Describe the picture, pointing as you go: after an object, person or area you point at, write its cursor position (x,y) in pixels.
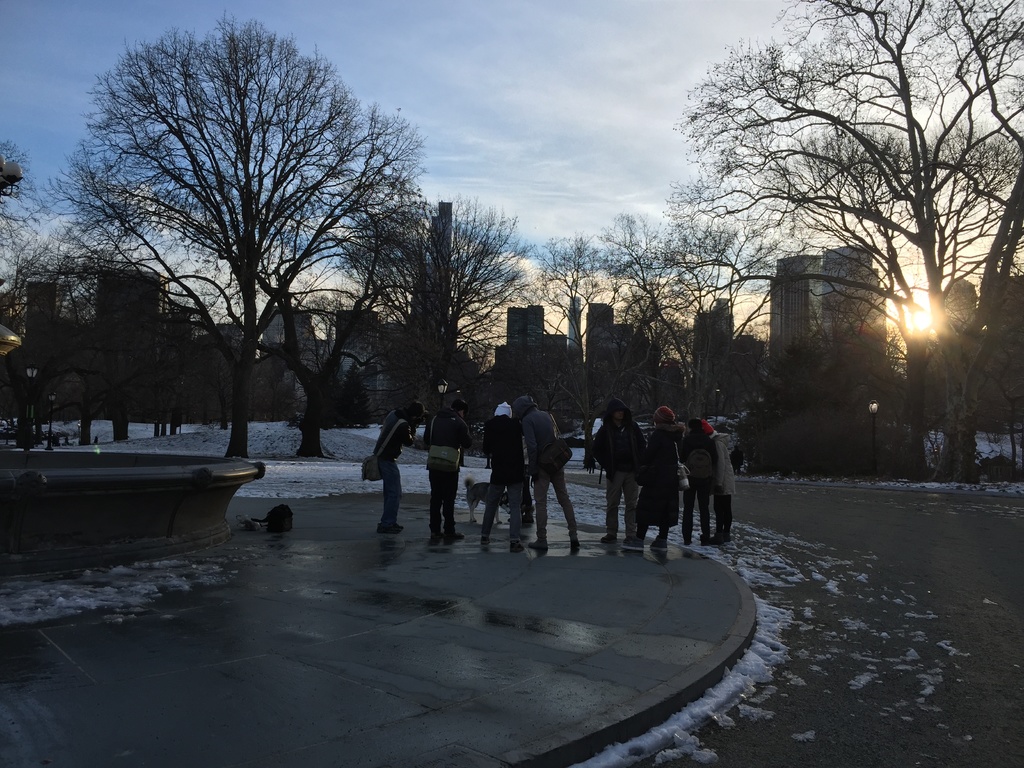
In this image there are a few people (536,413) standing on the road (442,529). In front of them there is a dog (482,492). Beside them there is a fountain (36,552). We can see snow (285,450) on the surface (301,539) of the road (233,546). In the background (886,281) there are trees (994,299), buildings (845,307), street lights (872,413) and sky (625,84).
